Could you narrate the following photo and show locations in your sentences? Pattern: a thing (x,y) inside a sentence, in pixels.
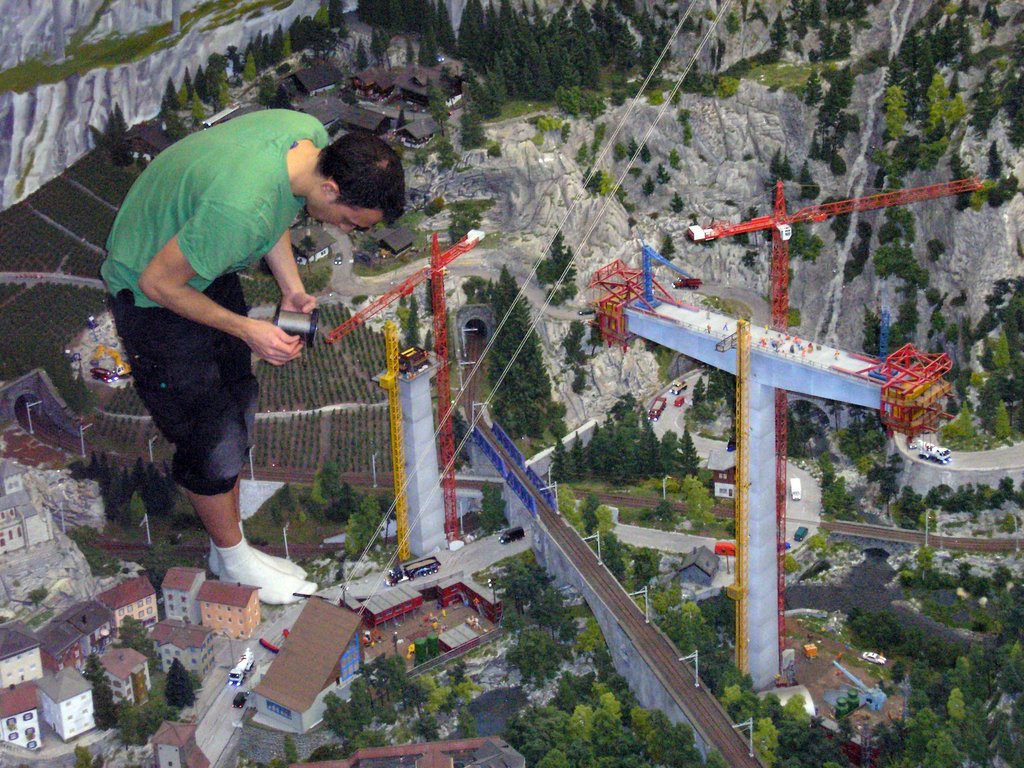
In this image we can see a person (227,562) holding an object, there are toys (431,360) which looks like houses (235,622), trees (532,560), pillars (428,523), cranes (739,443), mountains (613,361), and vehicles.
